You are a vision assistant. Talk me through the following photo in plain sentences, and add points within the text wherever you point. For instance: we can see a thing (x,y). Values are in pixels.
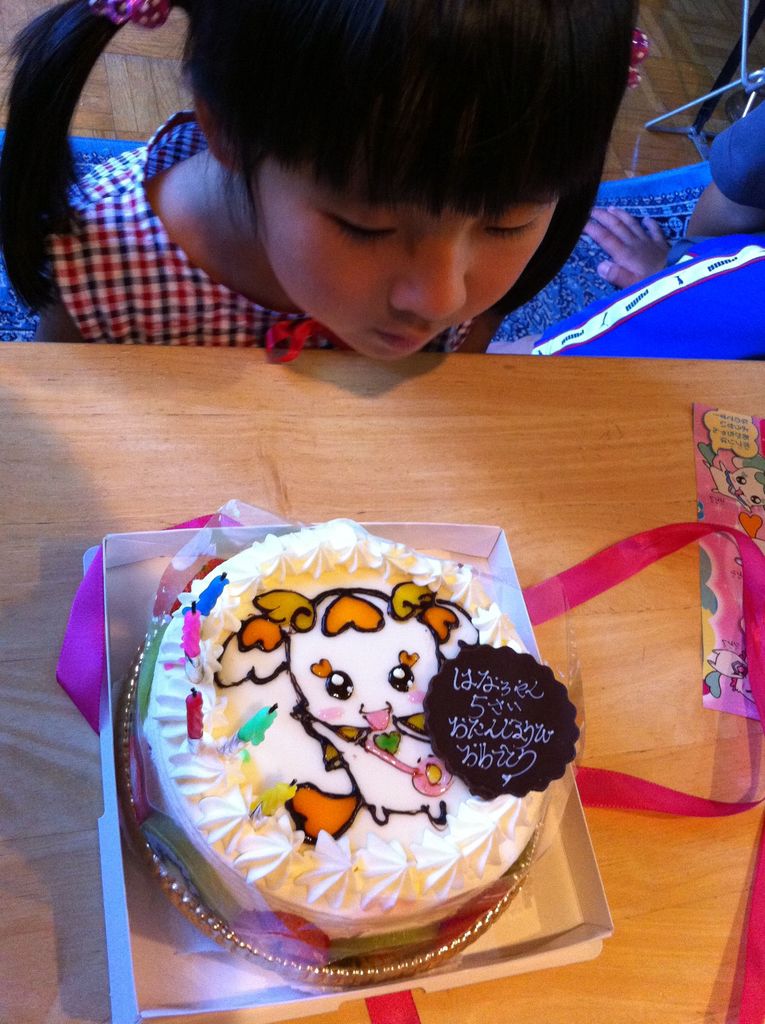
This image consists of a table (439,514). On that there is a cake (449,858). There is a kid (354,183) sitting in that table (634,428).
